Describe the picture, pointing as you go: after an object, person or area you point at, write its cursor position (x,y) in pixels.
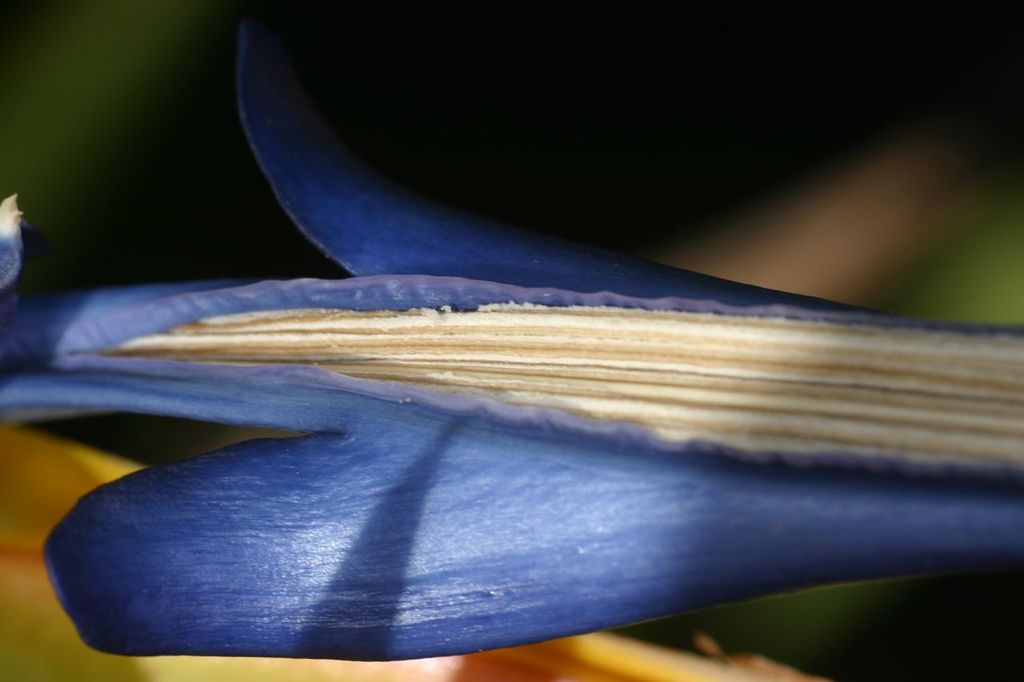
In this image we can see a flower (619,410).
